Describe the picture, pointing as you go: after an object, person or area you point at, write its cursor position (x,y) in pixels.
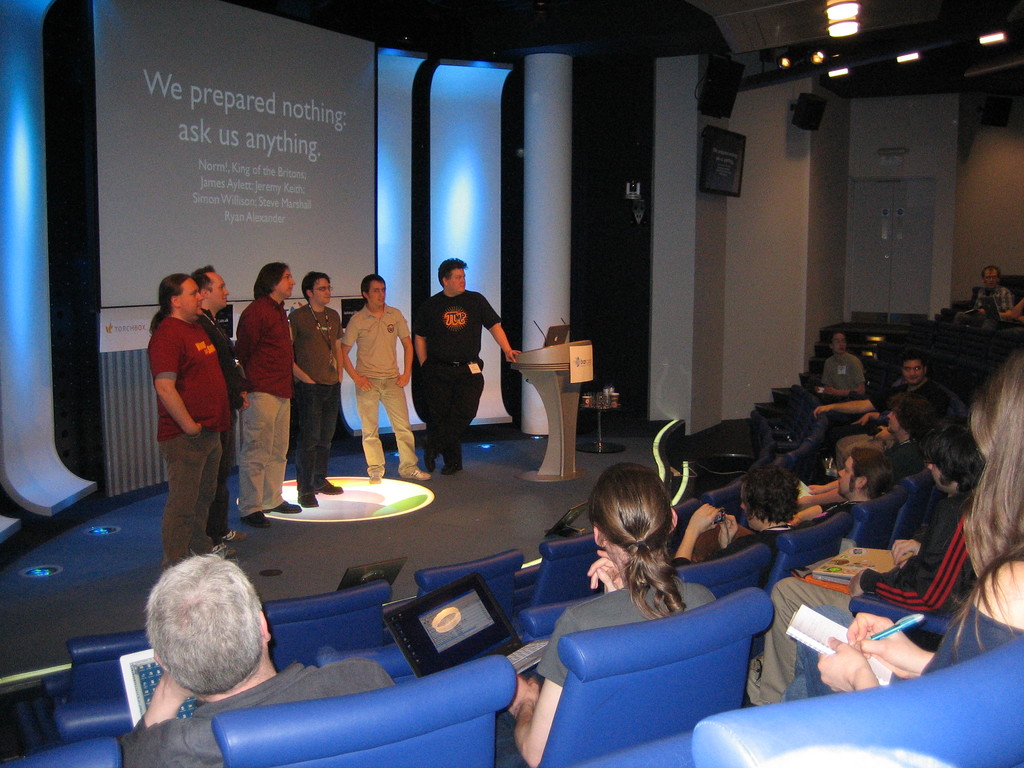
This picture is clicked in the conference hall (522,484). At the bottom (969,532), we see the people (821,665) are sitting on the chairs (506,697). Most of them are holding the laptops (499,643), books (829,632) and pens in their hands (832,659). In the middle (353,335), we see six men (273,366) are standing. Beside them, we see a podium (564,383) on which a laptop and the microphones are placed. Behind them, we see a projector screen (268,209) which is displaying some text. Behind that, we see the white pillars (488,183). In the background (805,242), we see a white wall (779,244), white door (886,243) and a photo frame (743,182) is placed on the wall (688,198). At the top (785,23), we see the ceiling (803,18) of the hall (809,86).
